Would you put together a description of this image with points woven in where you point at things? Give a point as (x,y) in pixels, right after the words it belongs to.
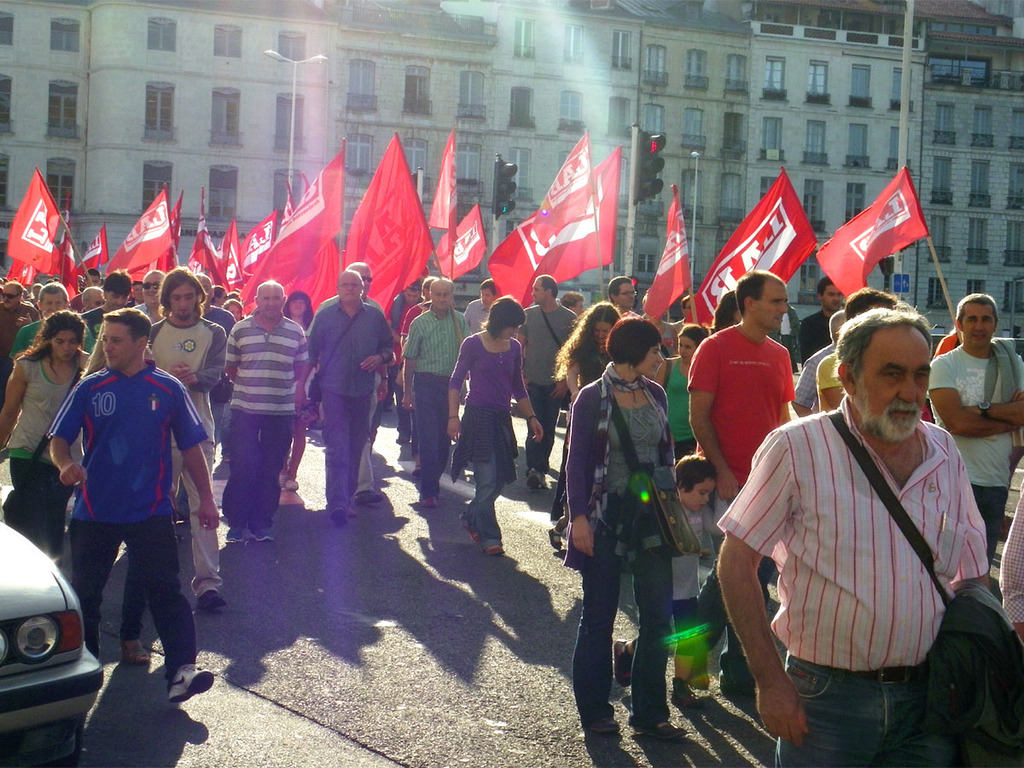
In the image we can see there are many people (308,380) wearing clothes (225,352) and shoes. This is a flag (902,227), road (466,637), vehicle (44,644), light pole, signal pole (632,176), buildings (674,75) and windows (512,120) of the buildings (489,143). This is a bag (941,663).
